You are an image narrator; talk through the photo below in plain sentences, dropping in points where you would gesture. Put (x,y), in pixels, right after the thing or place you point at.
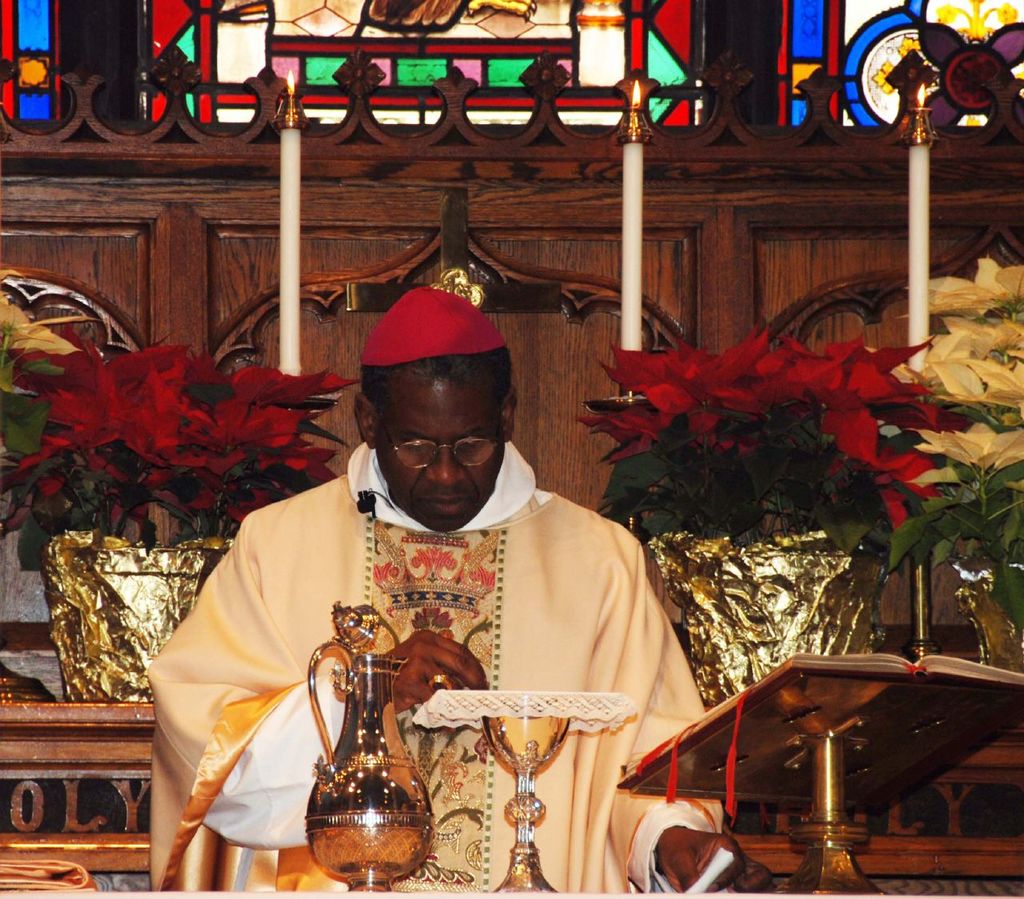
In the middle of the image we can see a glass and jar (314,697). Behind them a man (317,885) is standing. Behind the man (464,323) there are some plants (1005,575) and candles (631,165) and wall (84,113).
